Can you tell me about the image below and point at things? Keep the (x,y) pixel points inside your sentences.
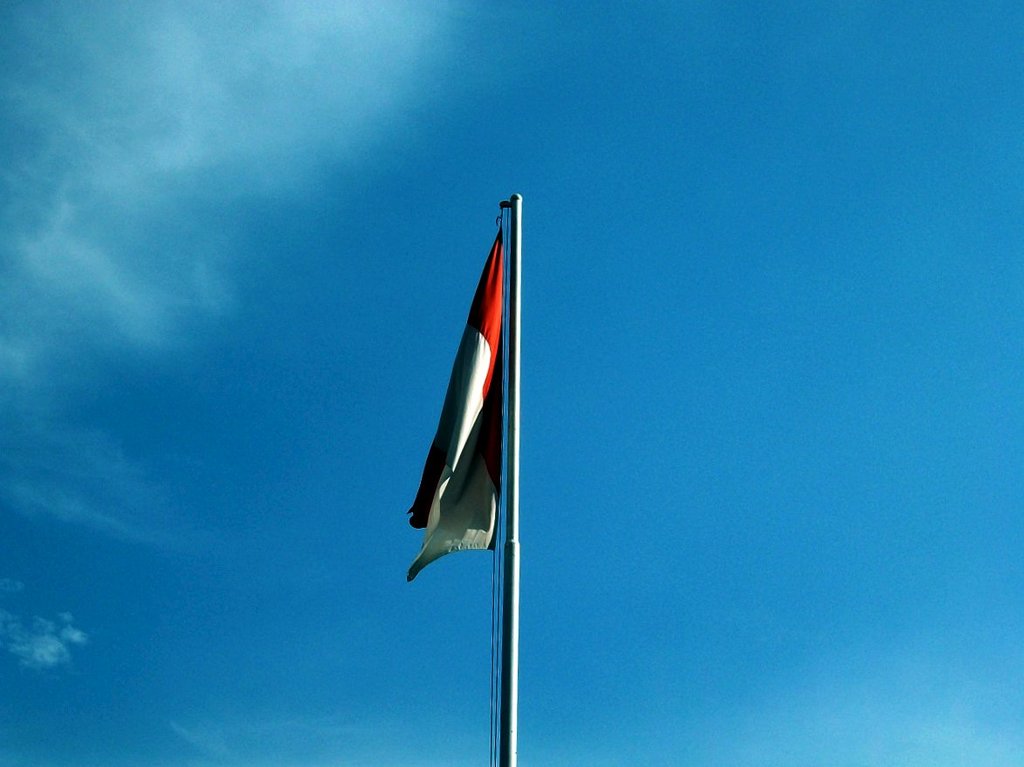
In the center of the image (501,375) we can see a pole (504,681) with flag (499,426) and rope (494,565). In the background of the image (338,398) we can see the clouds (221,148) are present in the sky (539,321).
